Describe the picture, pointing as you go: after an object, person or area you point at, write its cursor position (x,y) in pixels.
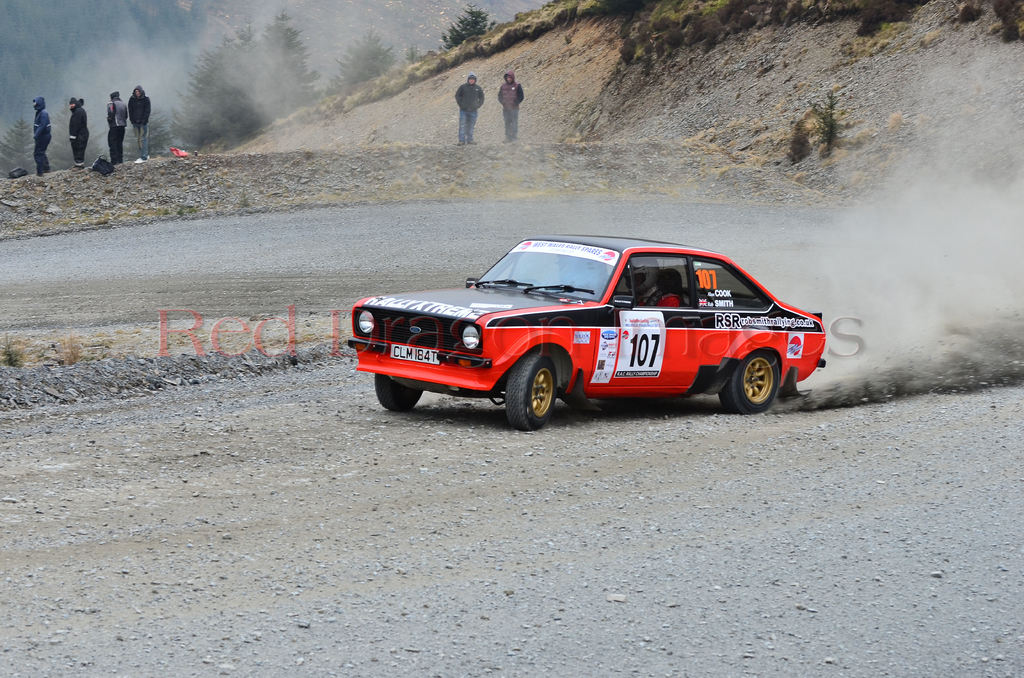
In this image in the center (617,321) there is one car (600,302) and one person (649,289) is sitting in a car (652,305), in the background (45,146) there are some people (506,124) who are standing. At the bottom (869,549) there is a road (870,439), and in the background (822,139) there are some trees (269,87) and sands (652,151) and some mountains (380,95).
